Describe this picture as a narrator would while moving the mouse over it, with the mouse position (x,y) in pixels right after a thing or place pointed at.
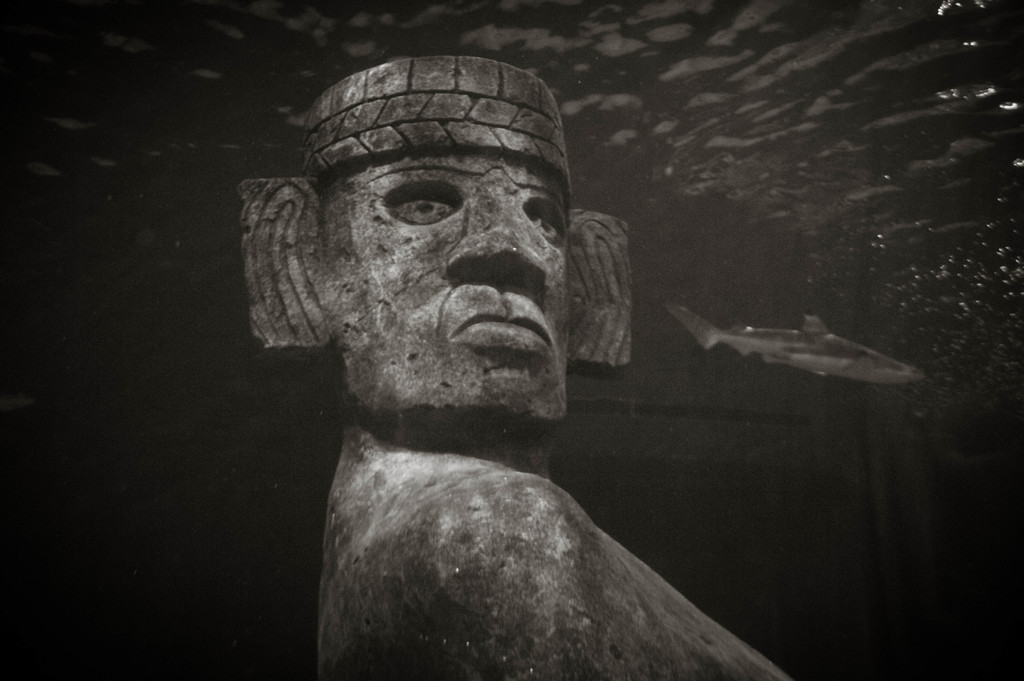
In this image I can see a sculpture (498,459) of a person (359,232). On the right side (811,359) there is a fish (857,346). I can see the black color background (123,423).
